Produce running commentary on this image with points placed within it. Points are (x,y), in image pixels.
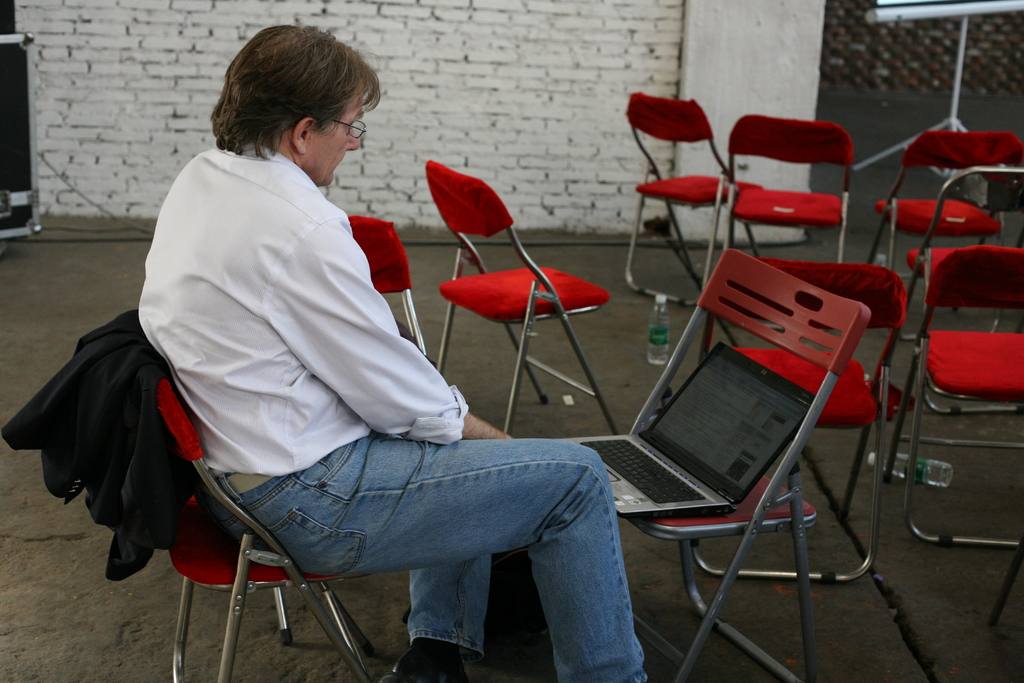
This person (344,90) sitting on the chair (189,430). We can see chairs (907,212). On the chair (696,324) we can see cloth (116,425), laptop (696,427). This is floor (885,620). This is bottle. We can see wall (675,15) and stand (956,82).
